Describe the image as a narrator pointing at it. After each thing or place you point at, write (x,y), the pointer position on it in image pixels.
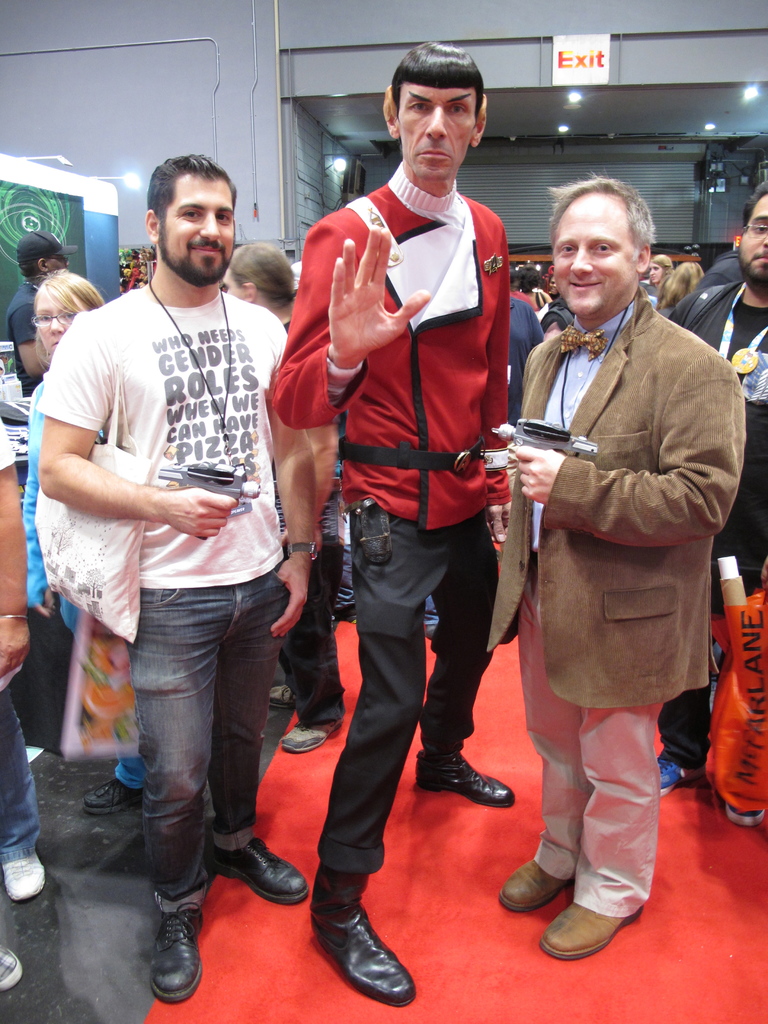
In the center of the image (500,455) we can see three persons (418,508) are standing and they are in different costumes (571,519). Among them, we can see two persons (579,464) are holding some objects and they are smiling and the left side person (156,215) is wearing a bag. In the background (289,260) there is a wall (155,135), sign board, lights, few people (43,248) are standing, few people (767,206) are holding some objects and a few other objects (512,244).
